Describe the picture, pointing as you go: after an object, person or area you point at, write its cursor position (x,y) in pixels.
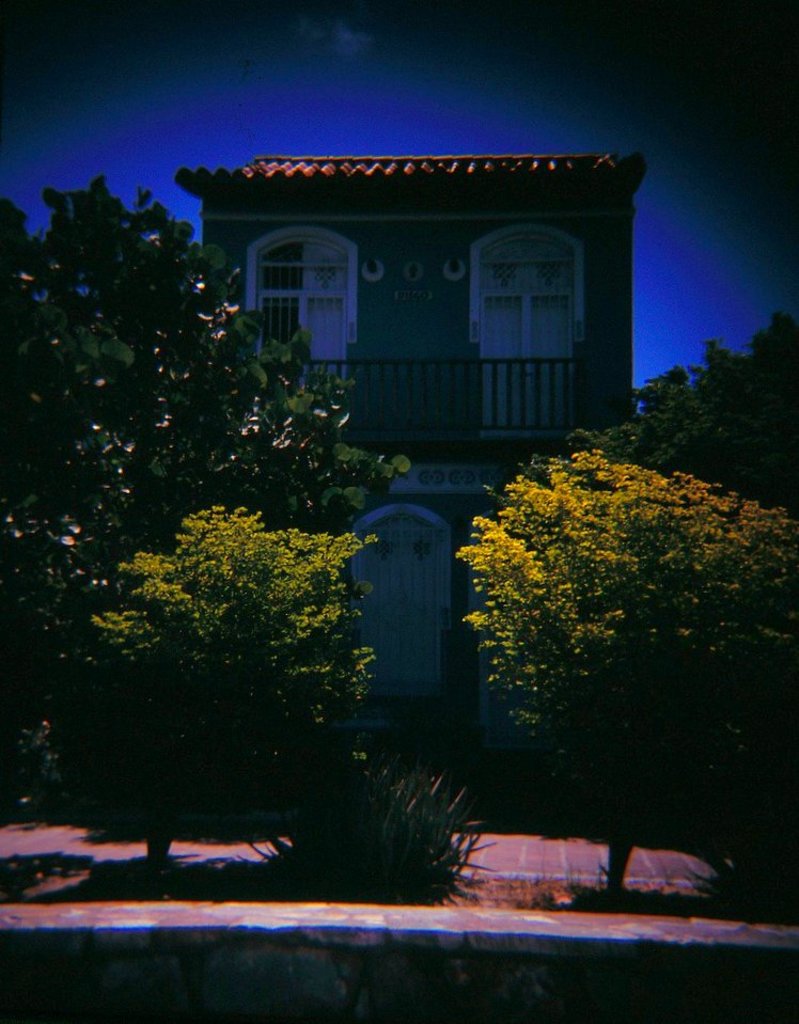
In this image I can see the plants (228,723) and trees (72,614). In the background (450,490) I can see the house (459,573) with railing (385,420) and there is a sky (387,115) in the back (463,93).
